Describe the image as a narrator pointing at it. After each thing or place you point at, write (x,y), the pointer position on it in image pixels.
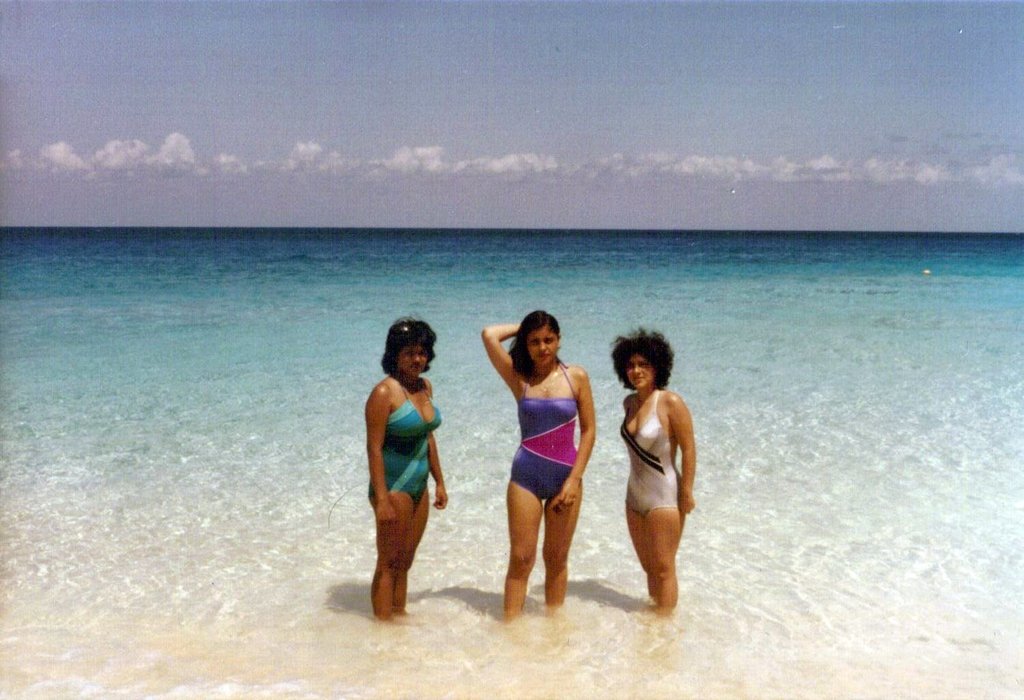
In this image in the center (569,448) there are women (426,443) standing in the water (487,532). In the background (460,275) there is an ocean (511,279) and the sky (462,141) is cloudy.
